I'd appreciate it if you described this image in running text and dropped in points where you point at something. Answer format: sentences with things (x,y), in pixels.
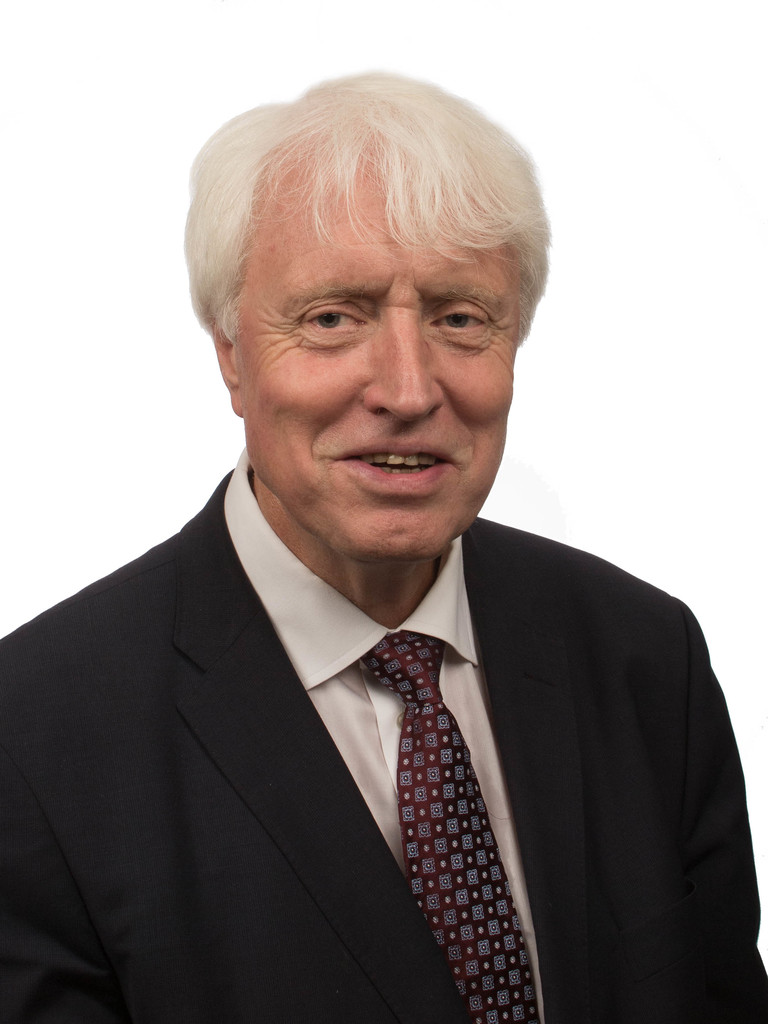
In this image we can see a person (362,885) smiling. He is wearing a suit (617,766).
